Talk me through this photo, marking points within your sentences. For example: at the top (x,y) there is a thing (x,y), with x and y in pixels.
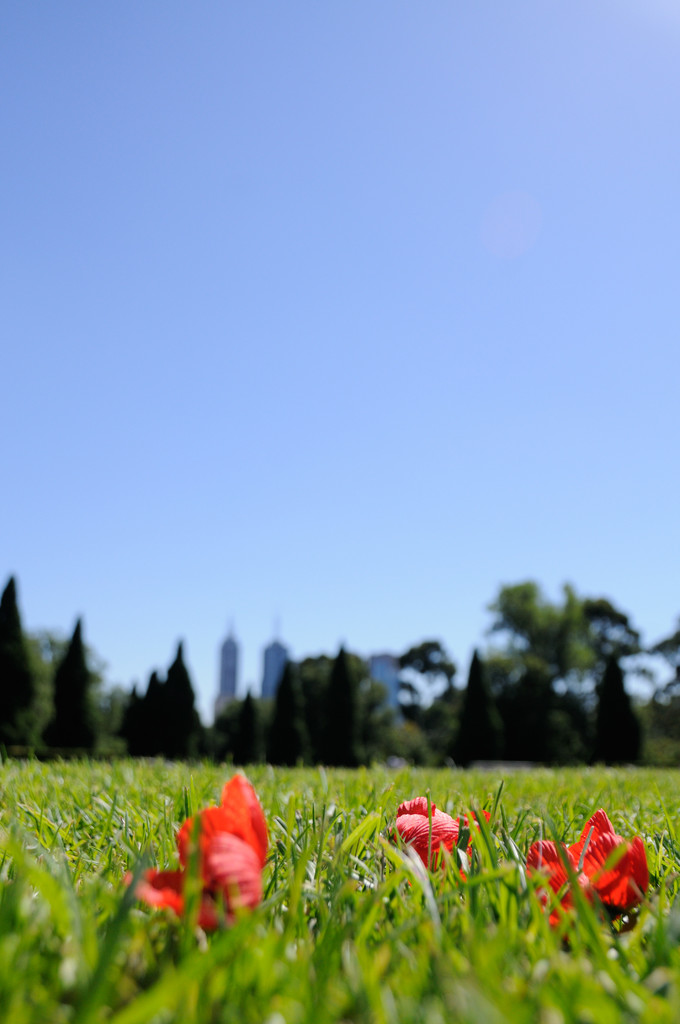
In this image we can see the red color flowers (448,824) on the grass (172,829). The background of the image (678,729) is blurred, where we can see trees (155,733), tower buildings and the blue color sky (263,452).
